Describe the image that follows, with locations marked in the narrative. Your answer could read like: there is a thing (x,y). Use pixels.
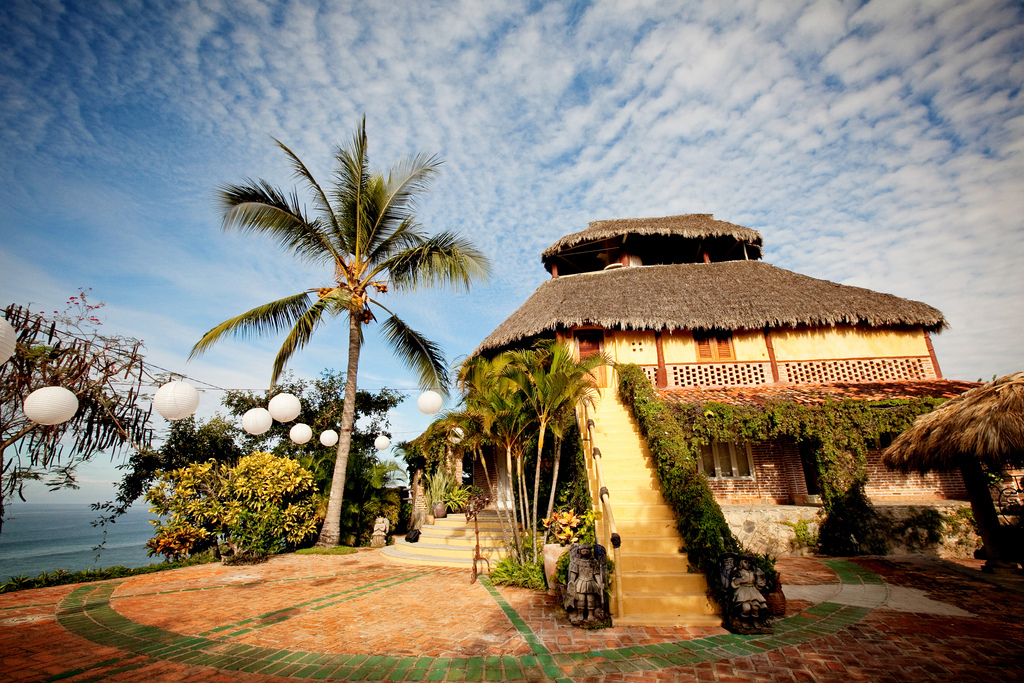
In the background (648,78) we can see the clouds (966,185) in the sky (542,74). In this picture we can see a house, staircase (674,549), railing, white color circular objects (50,422), trees (514,418), plants (221,486), water (66,545), and few objects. On the right side of the picture (1021,420) it looks like a hut (1008,419).
